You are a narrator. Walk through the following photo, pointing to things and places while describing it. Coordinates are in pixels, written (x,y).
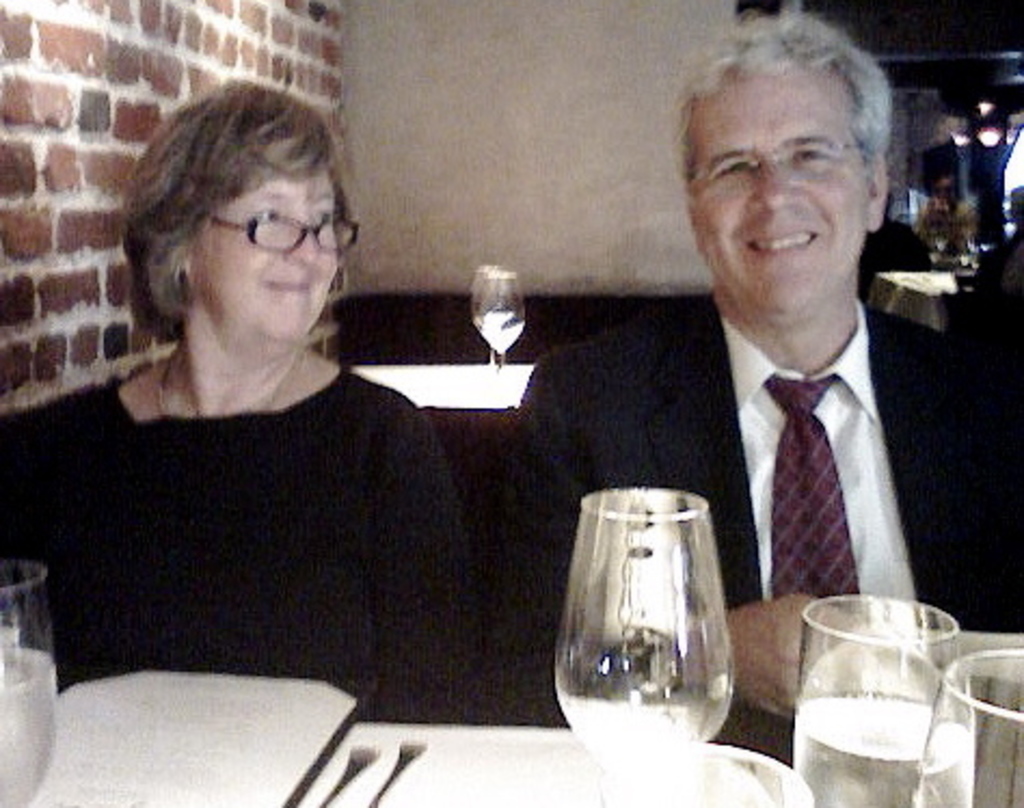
In this picture there are two persons (747,440) sitting at the table (540,799). There are glasses (604,695) and plates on the table (494,774). At the back (502,394) there are glasses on the table (488,401) and there is a wall (419,171) and on the right side of the image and there are lights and there is a person (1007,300) sitting at the table (908,304).
